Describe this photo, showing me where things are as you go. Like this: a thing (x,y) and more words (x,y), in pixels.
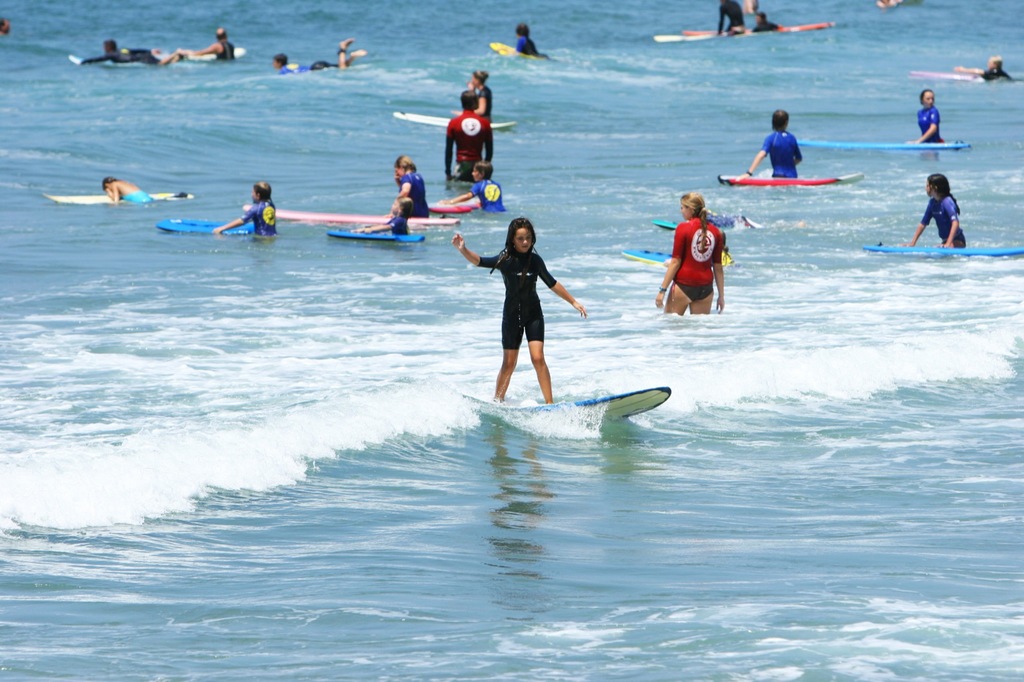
This image is taken outdoors. At the bottom of the image (178,499) there is a sea (380,438) with waves (246,451). In the middle of the image (526,291) a girl (519,310) is surfing on the sea (359,381) with a surfing board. In the background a few people (112,183) are trying to surf on the sea (531,65) with surfing boards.
